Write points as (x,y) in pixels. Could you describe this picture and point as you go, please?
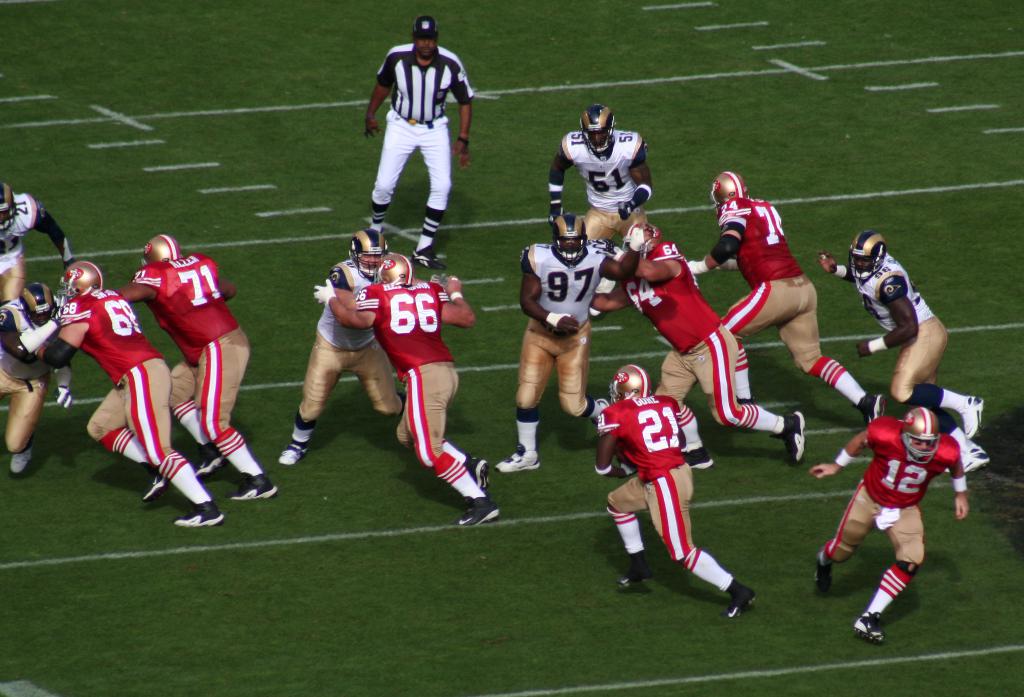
In this picture I can see few men (180,310) playing a game on the ground (242,289) and I can see another man (429,170) standing in the back (432,84), he looks like a umpire (405,153).
